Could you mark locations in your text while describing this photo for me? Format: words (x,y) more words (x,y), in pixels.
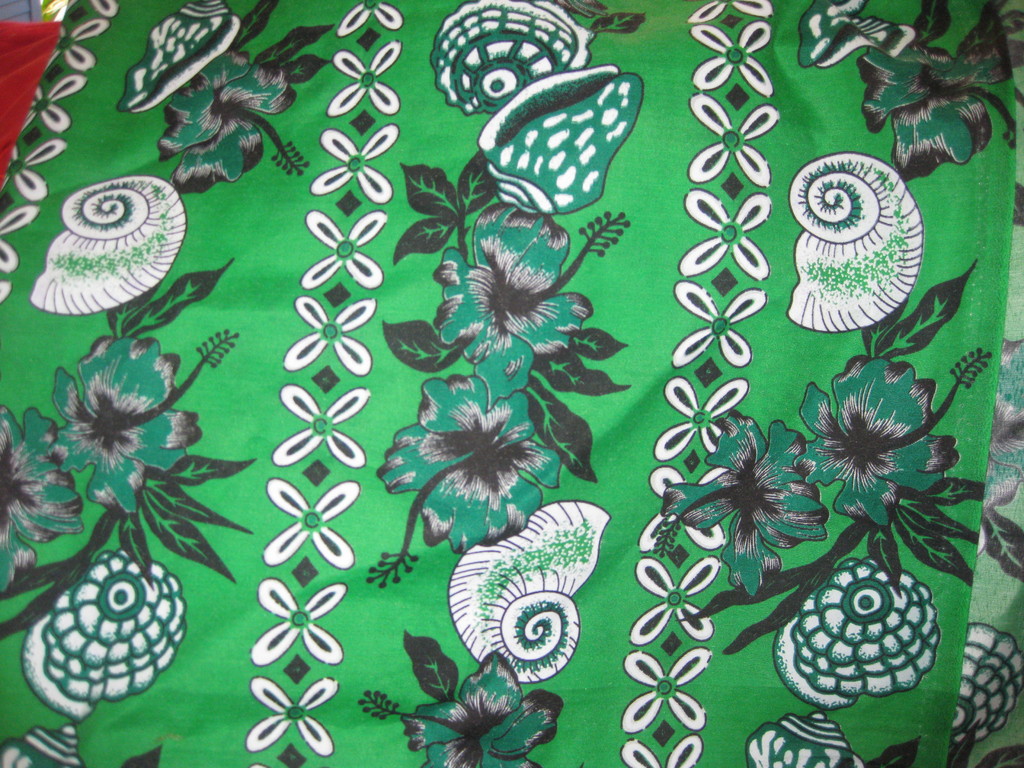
In this image I can see the clothes (94,150) which are in green, white, black and red color.
